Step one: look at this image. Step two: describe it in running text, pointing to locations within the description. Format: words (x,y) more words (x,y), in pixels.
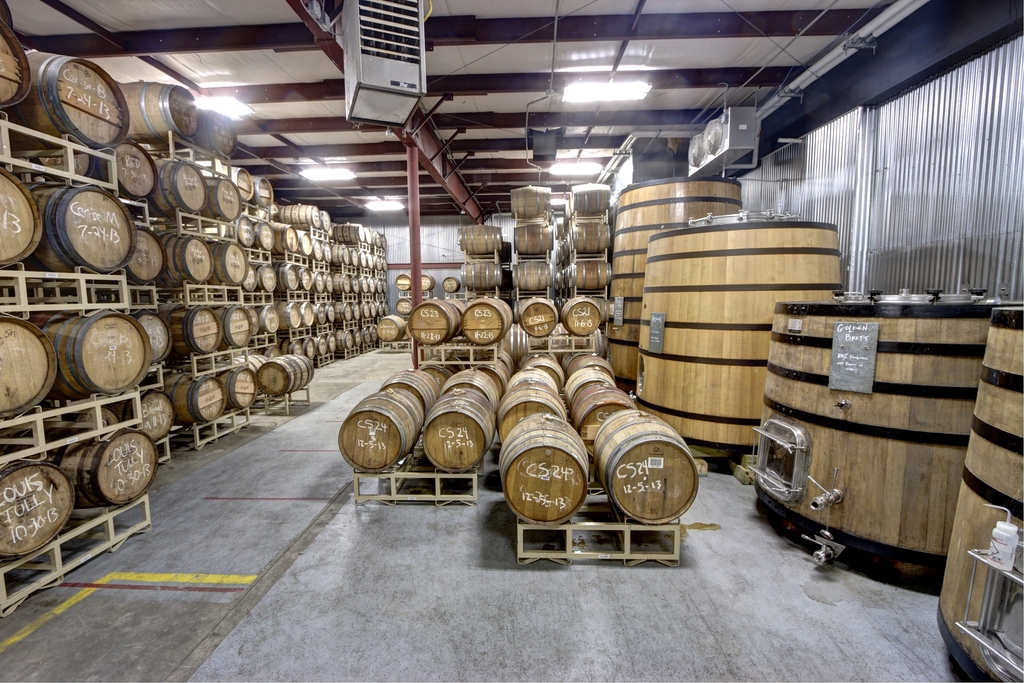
In the image we can see there are many wooden barrels (636,329). This is a floor (316,523), racks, pole (413,234) and a light (612,92).
